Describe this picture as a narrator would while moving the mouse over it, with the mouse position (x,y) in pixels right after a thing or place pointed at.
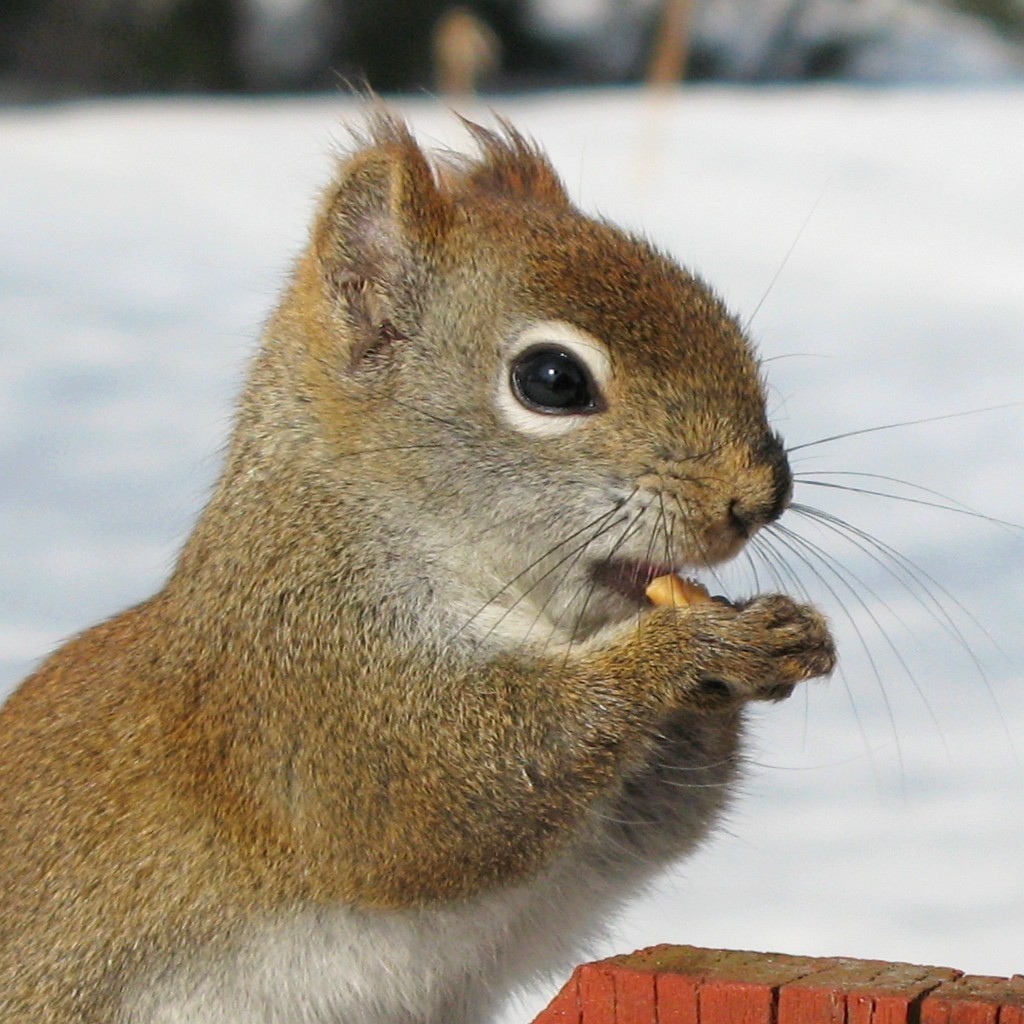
There is a cute brown squirrel (388,444) eating some food item (651,597).
